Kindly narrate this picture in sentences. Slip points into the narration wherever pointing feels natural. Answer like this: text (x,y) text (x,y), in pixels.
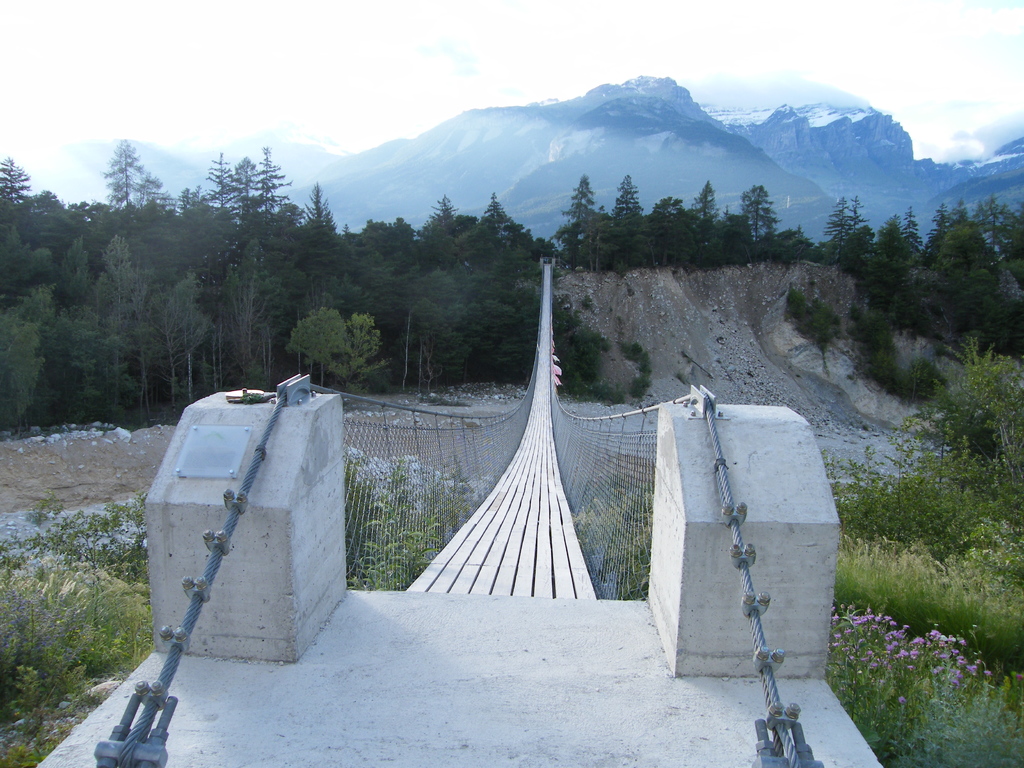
In this image we can see many mountains (592,169). There are many trees (283,260) and plants (75,612) in the image. There is a bridge (86,731) in the image. There is a sky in the image.
